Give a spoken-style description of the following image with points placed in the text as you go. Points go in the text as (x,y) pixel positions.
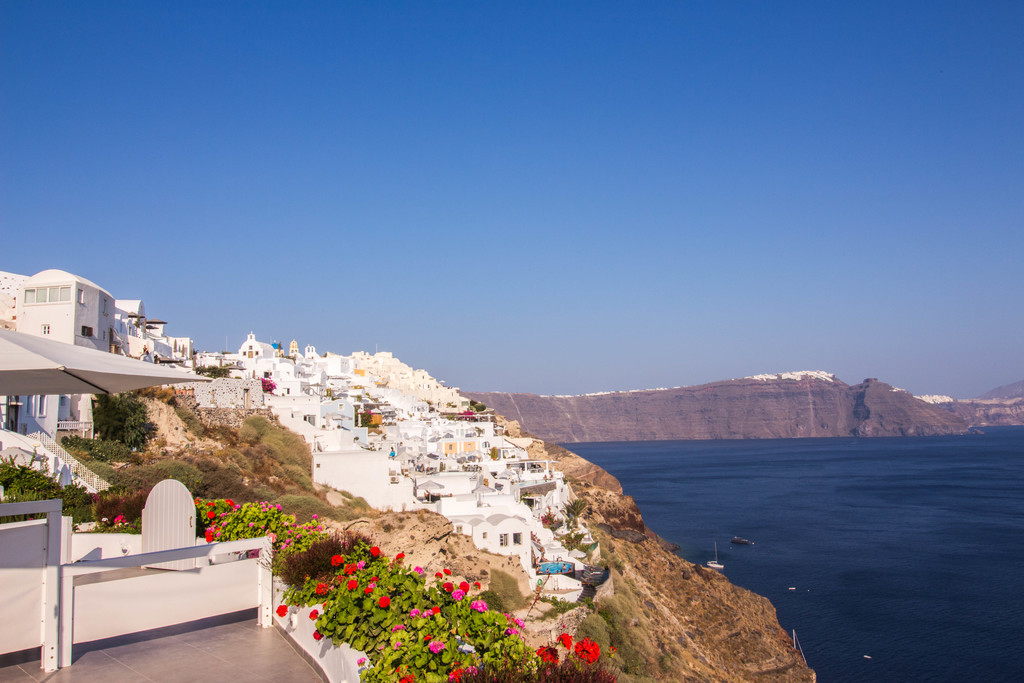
In this image, I can see the hills (622,547). These are the buildings (440,432). This looks like a wooden door (179,526). I can see the plants (295,534) with colorful flowers (408,676). These are the boats (719,565) on the water (807,572). I can see the trees (113,398).
